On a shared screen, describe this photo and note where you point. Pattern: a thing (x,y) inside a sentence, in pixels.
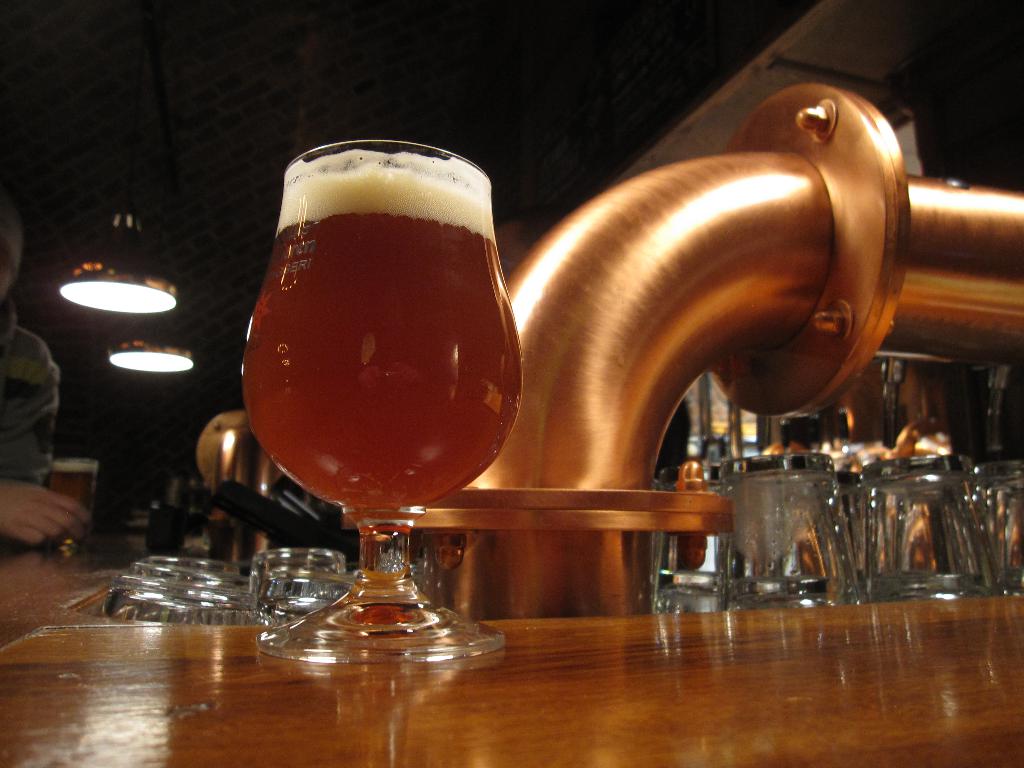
In the picture we can see a wooden table (835,679) on it, we can see a glass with beer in it and beside it, we can see a pipe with copper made and some glasses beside it and near the table (831,695), we can see a part of the person (3,283) holding a glass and to the ceiling (195,162) we can see two lights (139,358).
